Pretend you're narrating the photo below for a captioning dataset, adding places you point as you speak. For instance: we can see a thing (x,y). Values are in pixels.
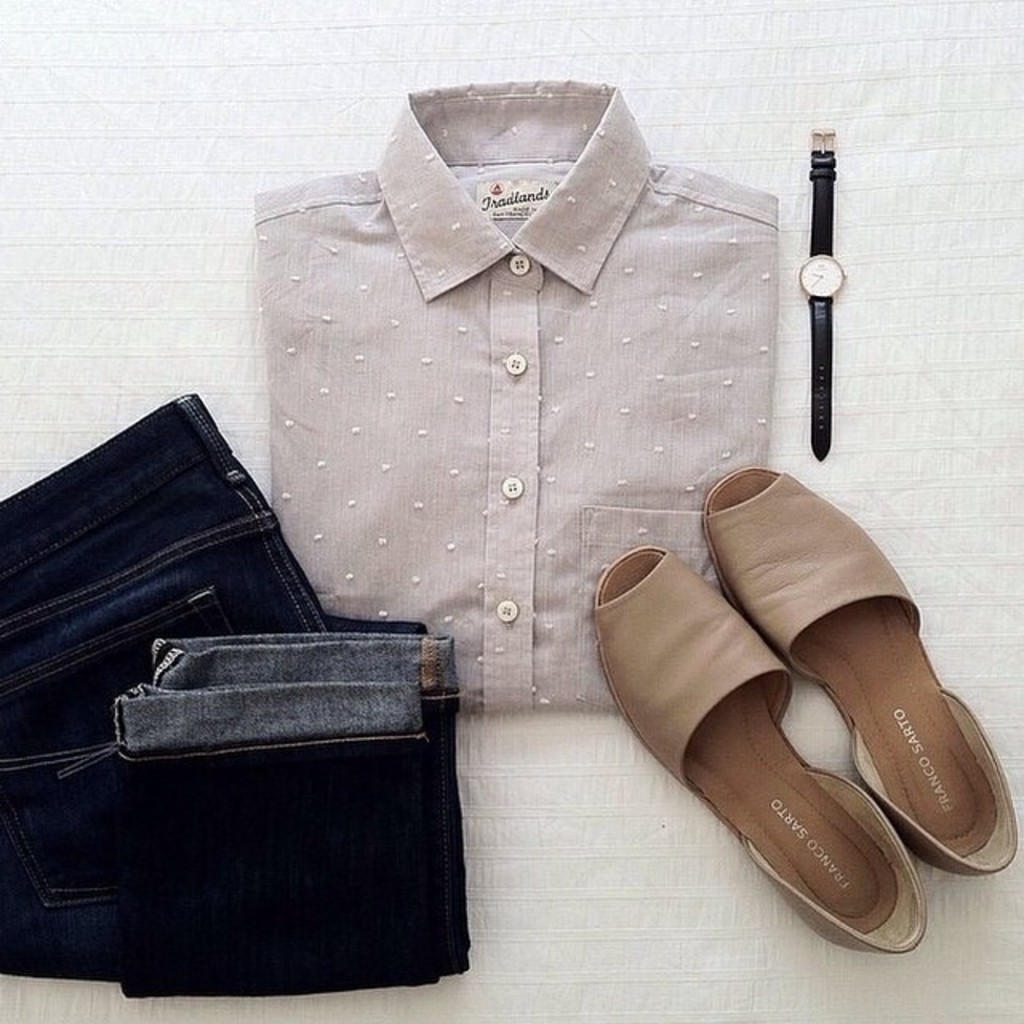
In this image, we can see a shirt (425,422), pant (226,746), chappal (787,755) and a watch (813,336).
